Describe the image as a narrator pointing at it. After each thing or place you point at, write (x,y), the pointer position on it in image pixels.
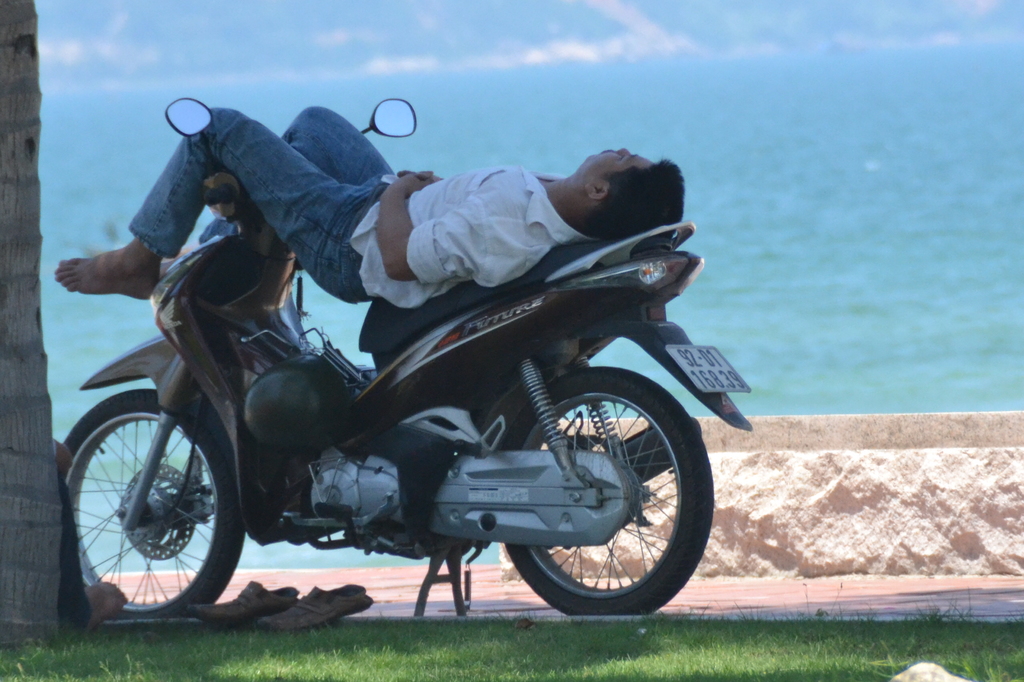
As we can see in the image there are water (865,288), grass (799,642) and a man (466,214) laying on scooty (419,368).
